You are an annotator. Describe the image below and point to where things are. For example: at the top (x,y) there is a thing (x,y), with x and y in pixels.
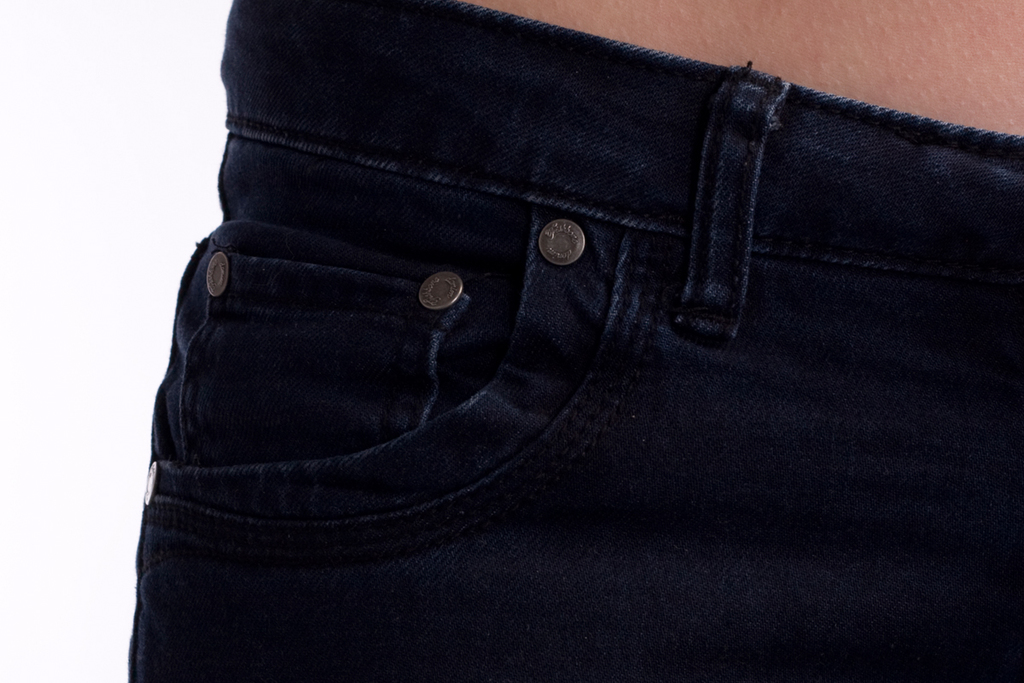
In the image in the center (677,402), we can see one dark blue jeans (247,434).
